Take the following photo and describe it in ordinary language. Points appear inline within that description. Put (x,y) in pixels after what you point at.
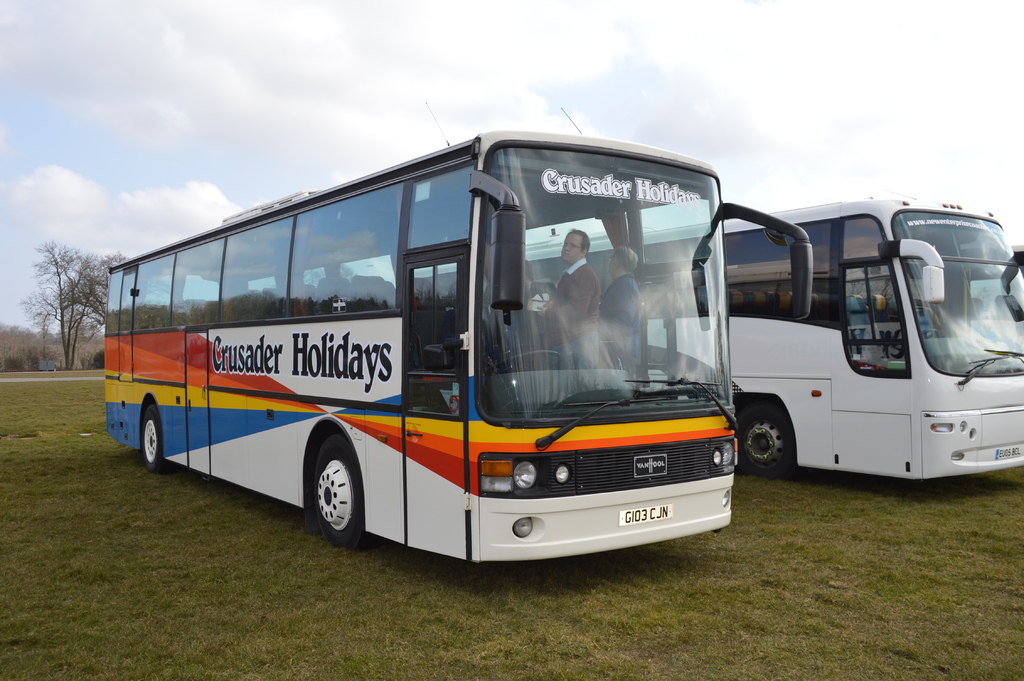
In this picture we can see vehicles (311,503) on the ground (874,600) and in the background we can see trees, sky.
